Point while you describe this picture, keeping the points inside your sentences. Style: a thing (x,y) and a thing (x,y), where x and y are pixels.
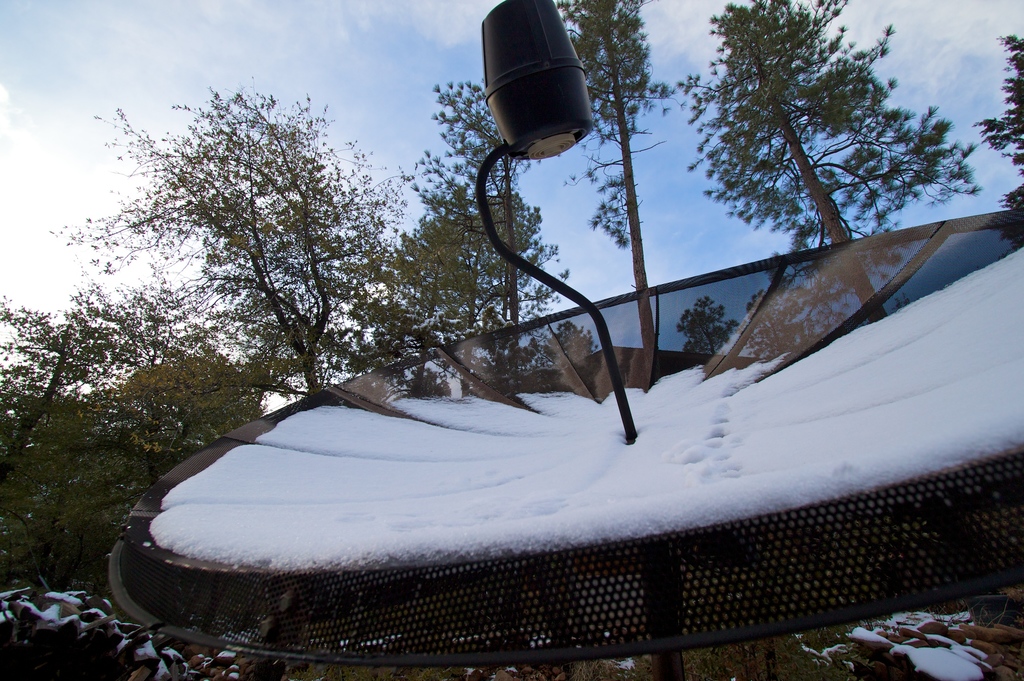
In this picture I can see there is a dish antenna (544,602) and there is some snow (561,400) on it, there are few trees (250,248) in the backdrop (829,104) and the sky (400,121) is cloudy.
